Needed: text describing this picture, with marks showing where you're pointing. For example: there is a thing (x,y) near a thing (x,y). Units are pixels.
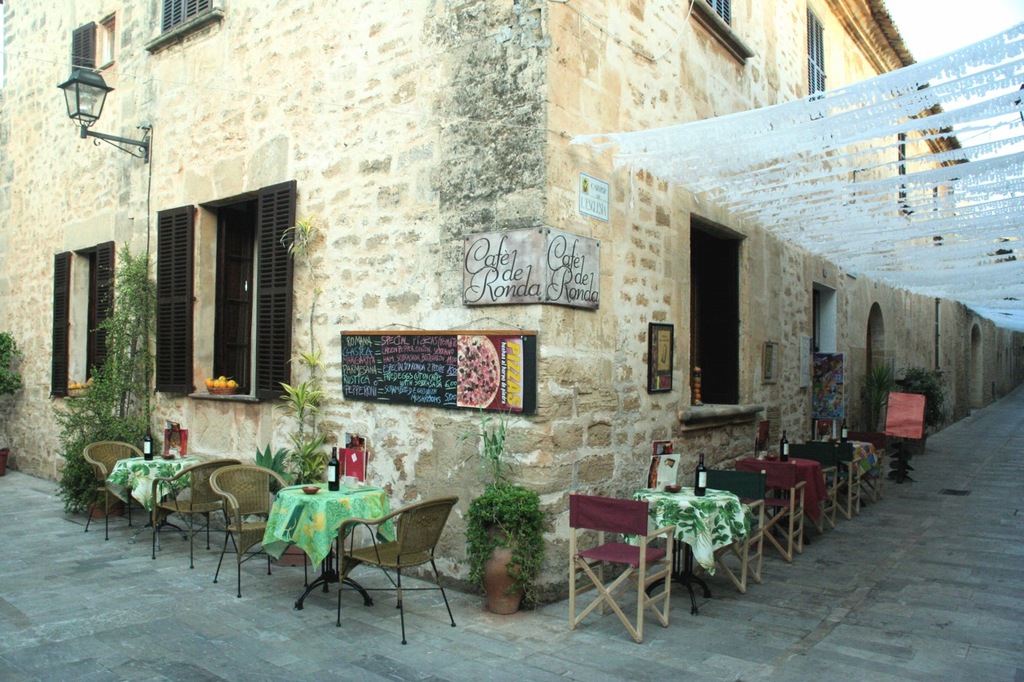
In this picture there is a building (531,126). In there are tables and chairs (597,580) and the tables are covered with floral clothes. There are bottles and boards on the tables (144,486). There are plants (92,434). There are boards (453,338) on the wall (439,147) and there is a light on the wall (259,172). On the right side of the image (1001,260) there is a decoration (834,175). At the top (919,13) there is sky (957,8).
